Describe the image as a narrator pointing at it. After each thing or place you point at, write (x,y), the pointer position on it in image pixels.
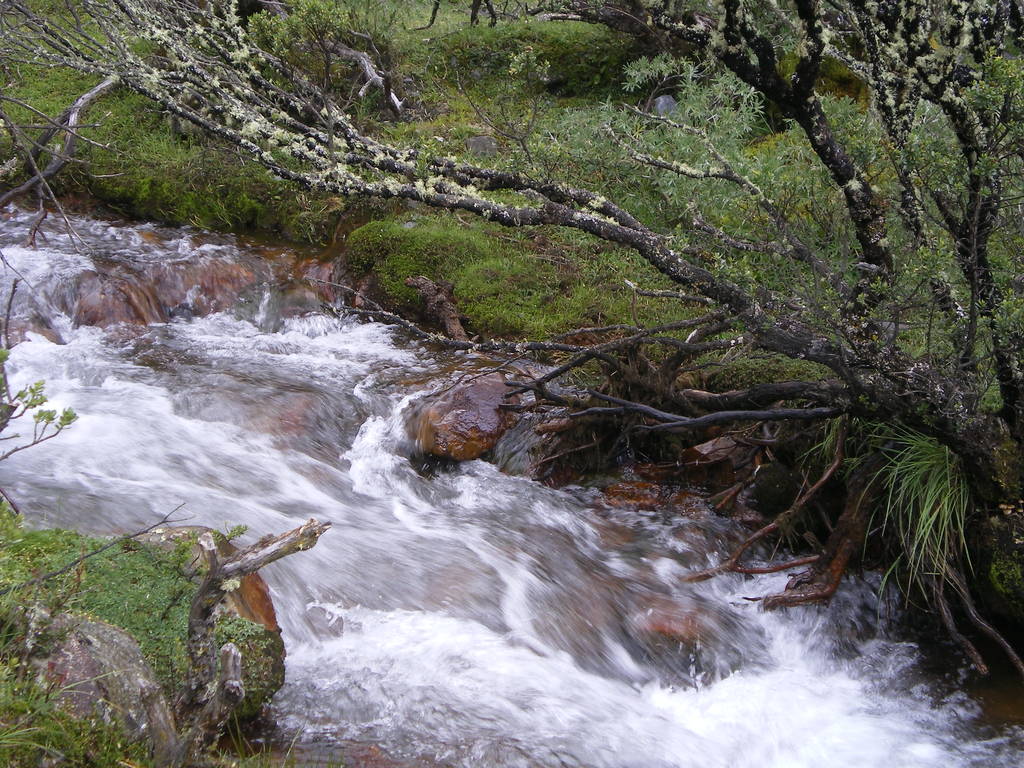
In this image we can see water (374,434), group of rocks (479,443). In the background (856,514), we can see group of trees (699,174), plants (923,500) and the grass (532,293).
